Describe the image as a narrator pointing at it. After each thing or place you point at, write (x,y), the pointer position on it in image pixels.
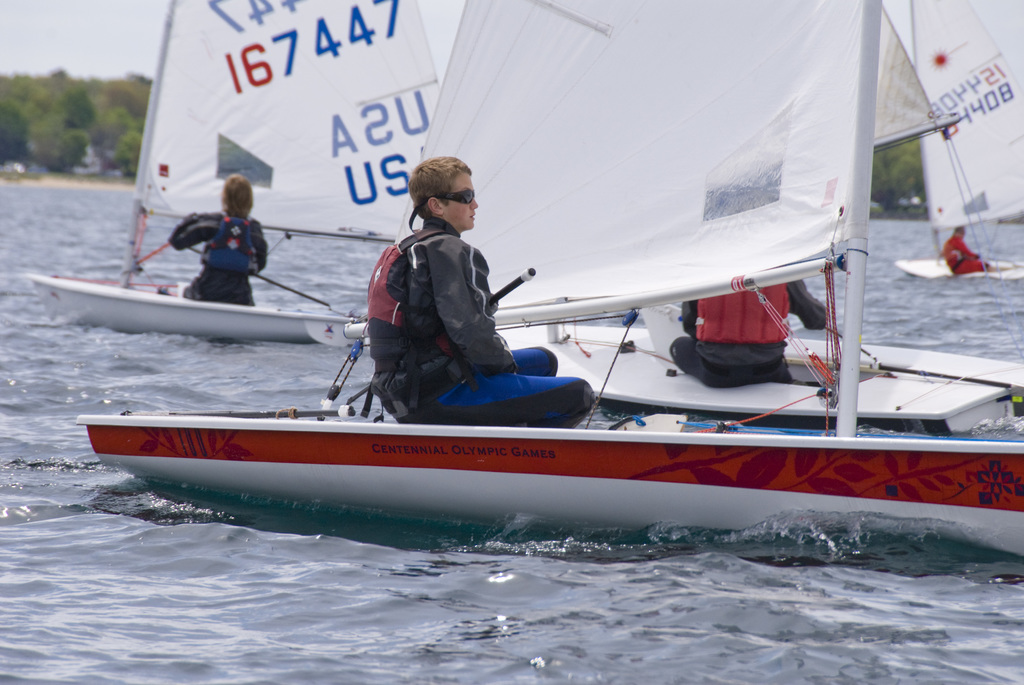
In this image we can see persons (486,327) in boats (642,400) sailing on the water (104,634). In the background (100,140) we can see trees (58,124) and sky (65,38).
